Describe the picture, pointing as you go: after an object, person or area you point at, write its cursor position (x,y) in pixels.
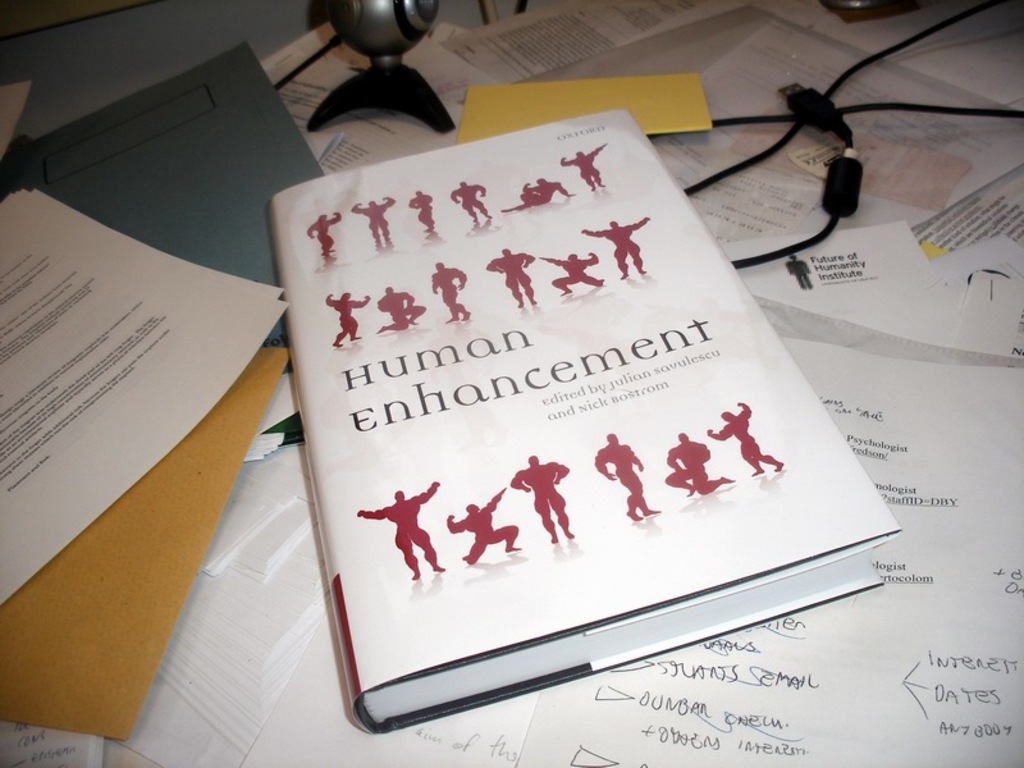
In this image there are papers (219,585) with some text (833,257), book (557,421), files (200,136), cables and few other objects (837,5) on the table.
